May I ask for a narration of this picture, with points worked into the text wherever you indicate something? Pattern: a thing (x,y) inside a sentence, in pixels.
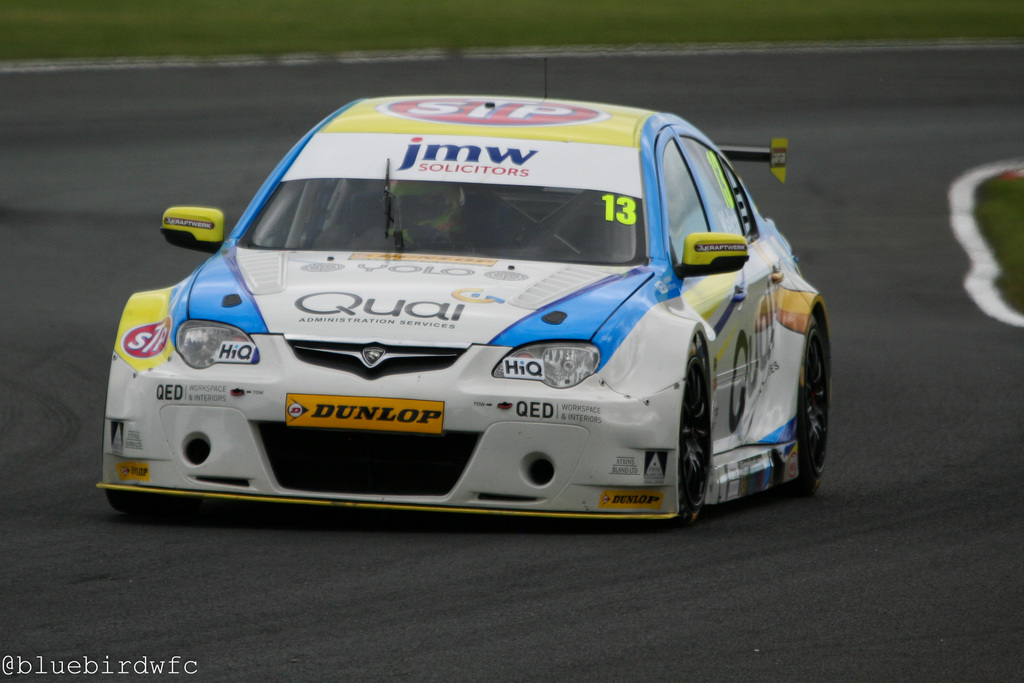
In this image there is a car (442,280) on the road (201,503).
